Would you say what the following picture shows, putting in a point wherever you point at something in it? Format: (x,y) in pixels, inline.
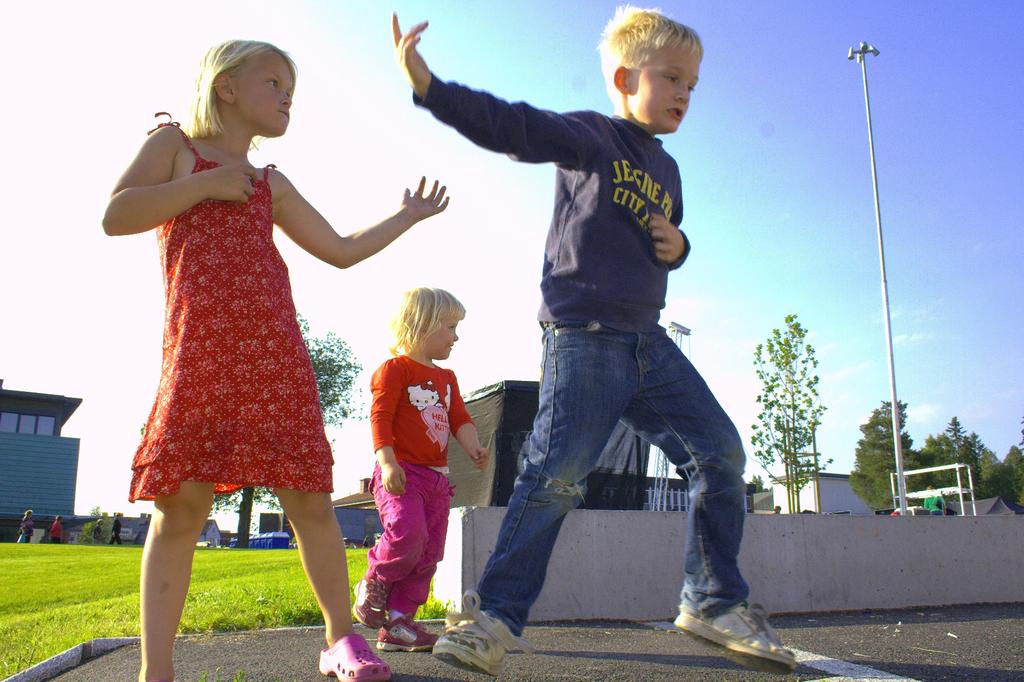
This image is taken outdoors. At the top of the image (147,124) there is the sky (325,72). At the bottom of the image (409,672) there is a road (871,642) and there is a ground (34,604) with grass (53,586) on it. In the background (886,452) there are a few trees (859,465) with green leaves (882,464), stems (794,465) and branches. There are a few houses (8,486) with walls (825,491), windows (36,431) and roofs (56,397). There is a pole (866,77) with a street light (863,51). A few people (25,515) are walking on the ground (59,546). In the middle of the image (594,236) three kids (590,320) are standing on the road (433,626) and they are performing.
